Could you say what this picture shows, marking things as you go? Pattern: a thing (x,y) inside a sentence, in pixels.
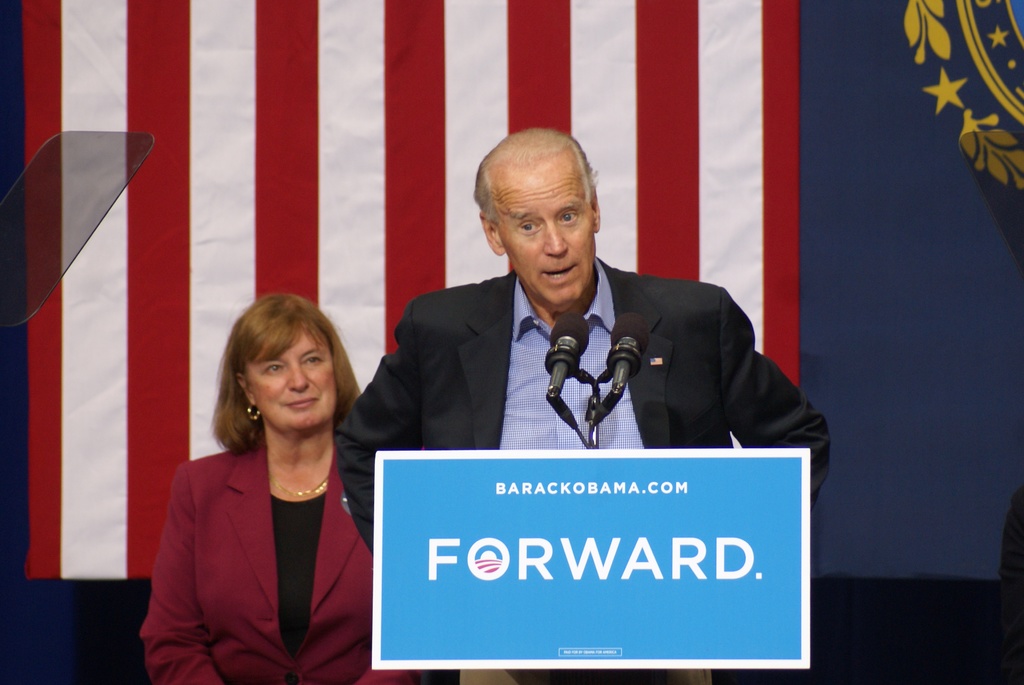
Here in this picture in the front (549,398) we can see a person (516,334) standing over a place and in front of them we can see a speech desk (445,581) present and on that we can see microphone (554,355) present and we can see he is speaking into microphone (571,351) present over there and behind him we can see a woman (309,413) standing over there and behind them we can see a flag (452,3) present over there.
